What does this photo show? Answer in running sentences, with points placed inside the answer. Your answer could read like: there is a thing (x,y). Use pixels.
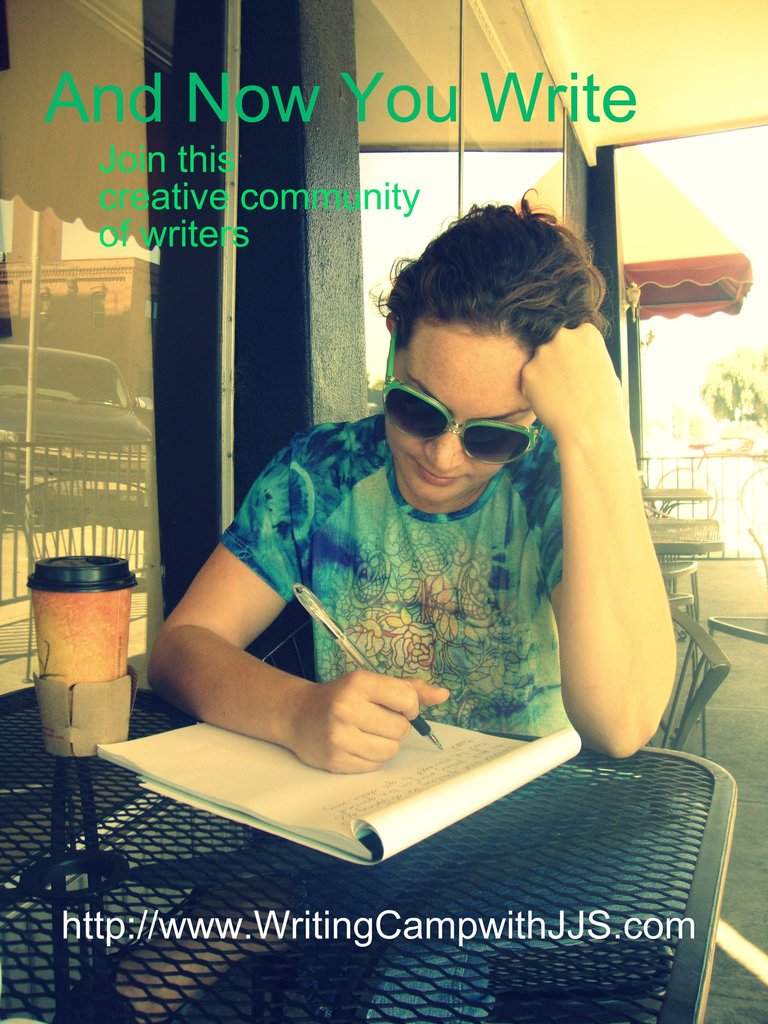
In this picture I can see a woman (496,582) seated on the chair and she is holding a pen (349,648) in her hand (324,737) and writing on the book (546,745) on the table (33,760) and she wore sunglasses (437,403) on her face (468,382) and I can see few chairs (697,618) and tables (745,624) and i can see text (252,103) at the top (244,115) and bottom of the picture (222,920), from the glass (142,342) I can see reflection (115,391) of a building (87,309) and a car (92,435) parked and a tree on the side.
